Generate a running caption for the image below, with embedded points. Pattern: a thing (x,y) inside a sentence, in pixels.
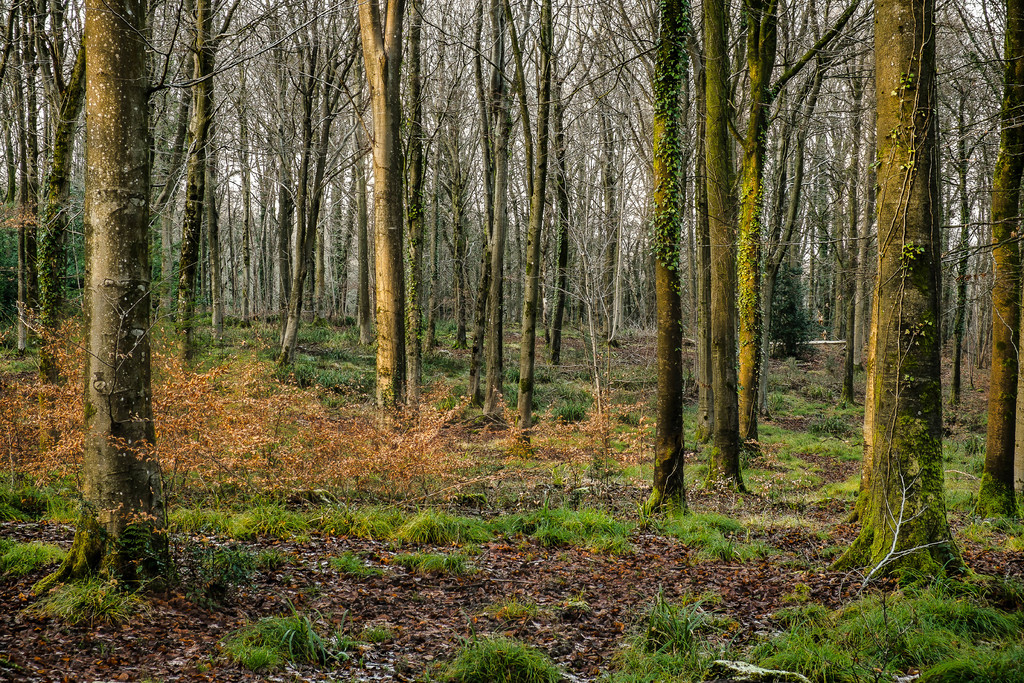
There is a grassy land (258,557) at the bottom of this image (393,558), and we can see trees (499,287) in the background (409,269).
